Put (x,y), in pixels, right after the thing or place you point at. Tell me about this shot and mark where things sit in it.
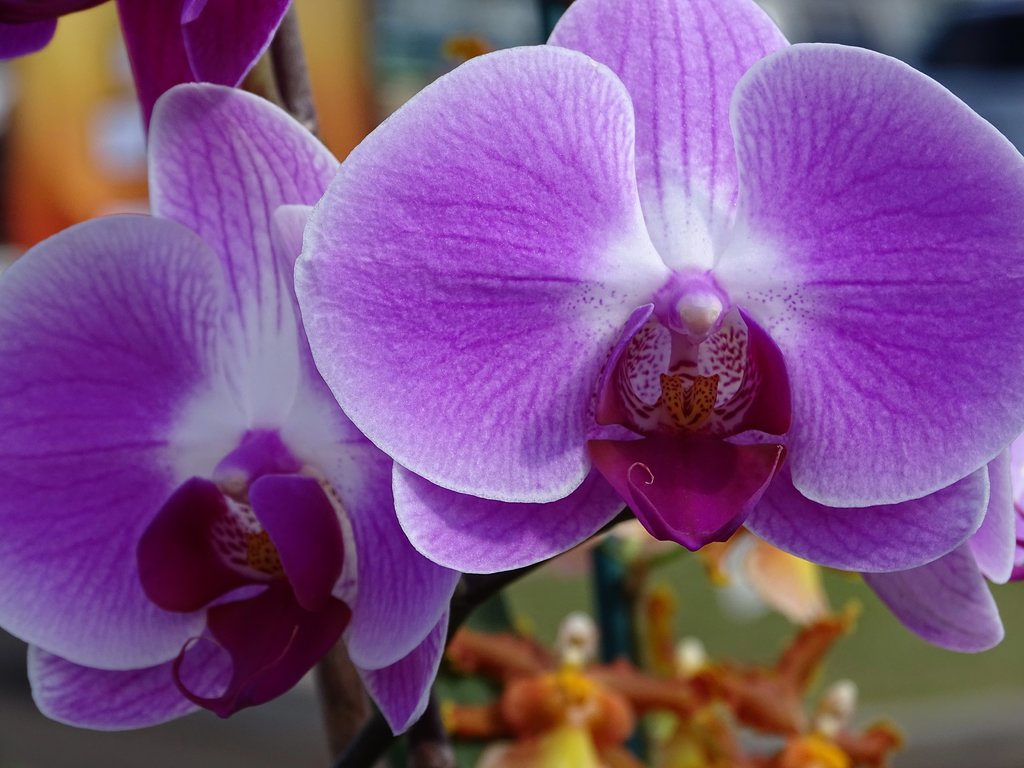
In this image I can see few flowers (875,326) in white and purple color and I can see the blurred background (1014,608).
